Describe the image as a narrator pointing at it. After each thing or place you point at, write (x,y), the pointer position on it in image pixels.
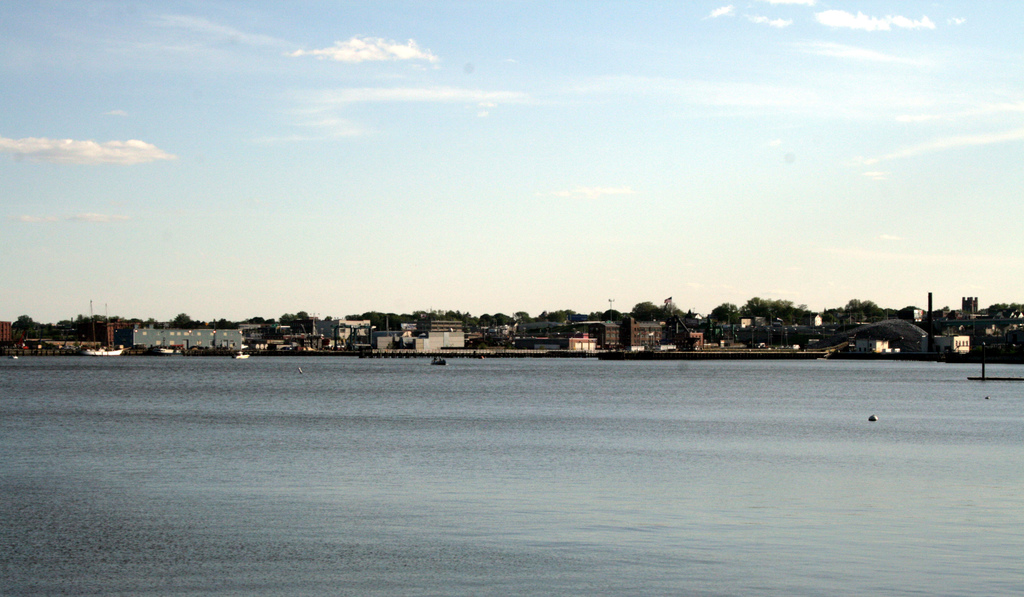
In this picture we can see the river water (312,486) in the front (236,573). Behind we can see some buildings (553,333) and trees (829,320). On the top (526,134) there is a sky (477,134).
